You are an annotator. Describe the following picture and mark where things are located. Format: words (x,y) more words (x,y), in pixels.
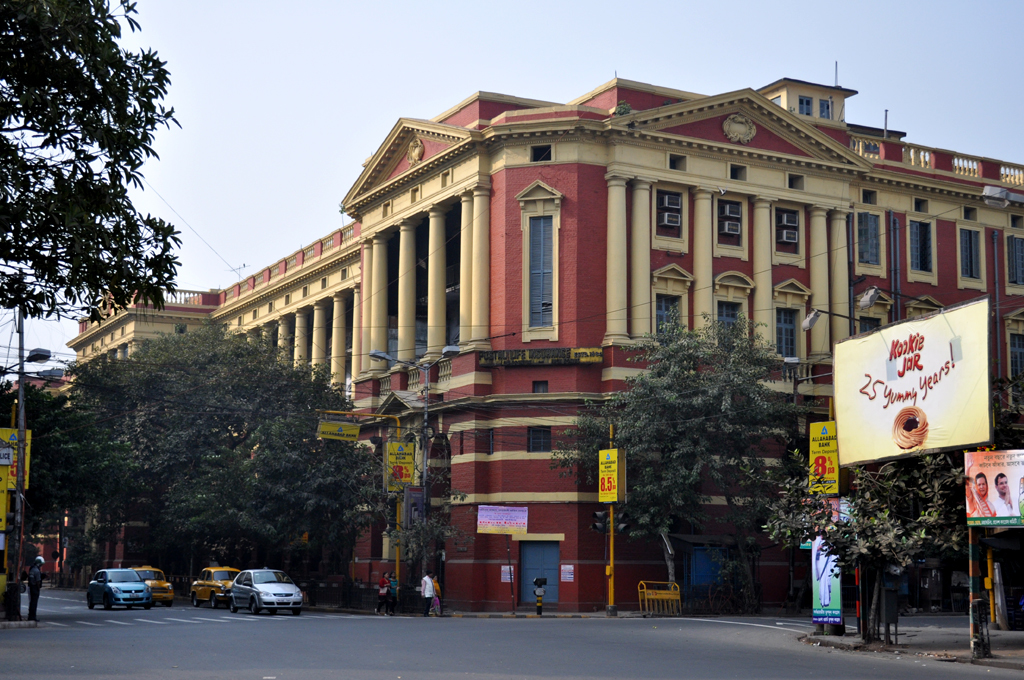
In the image we can see there are cars (125,578) parked on the road (347,615) and there are people (32,611) standing on the road (53,618). There are street light poles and there are trees (74,413). There are hoardings (888,446) and there are buildings (578,327). The sky (341,161) is clear.
